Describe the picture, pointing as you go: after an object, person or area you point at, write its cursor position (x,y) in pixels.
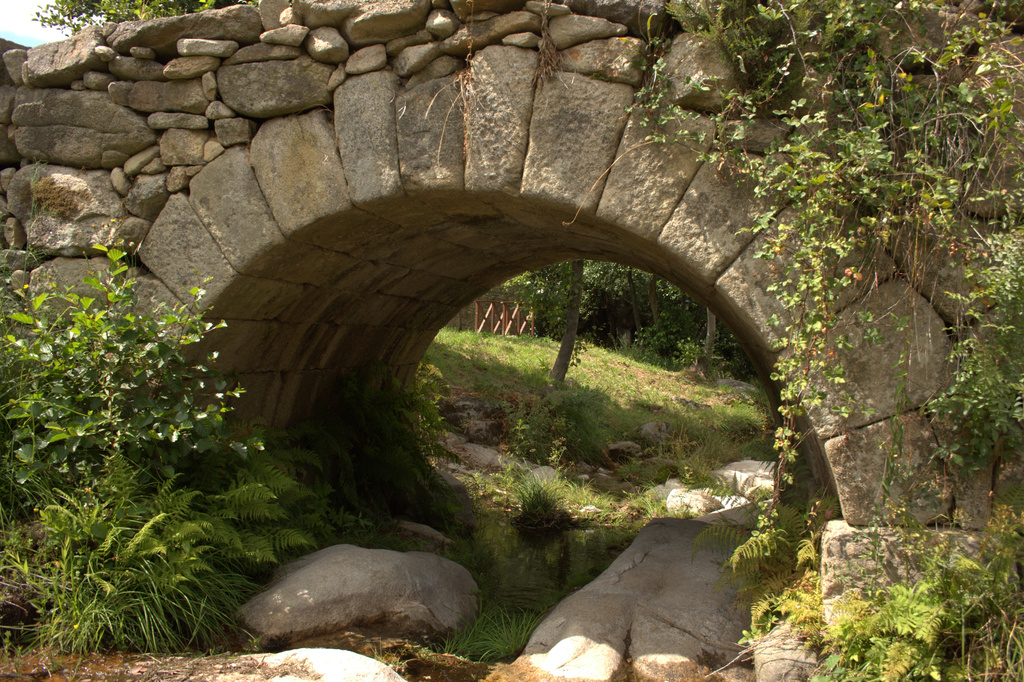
In this image I can see a stone bridge (442,291), under the bridge (374,307) I can see some stones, plants (14,403), water (563,550), on the bridge (383,1) I can see creeper plant (820,284).
